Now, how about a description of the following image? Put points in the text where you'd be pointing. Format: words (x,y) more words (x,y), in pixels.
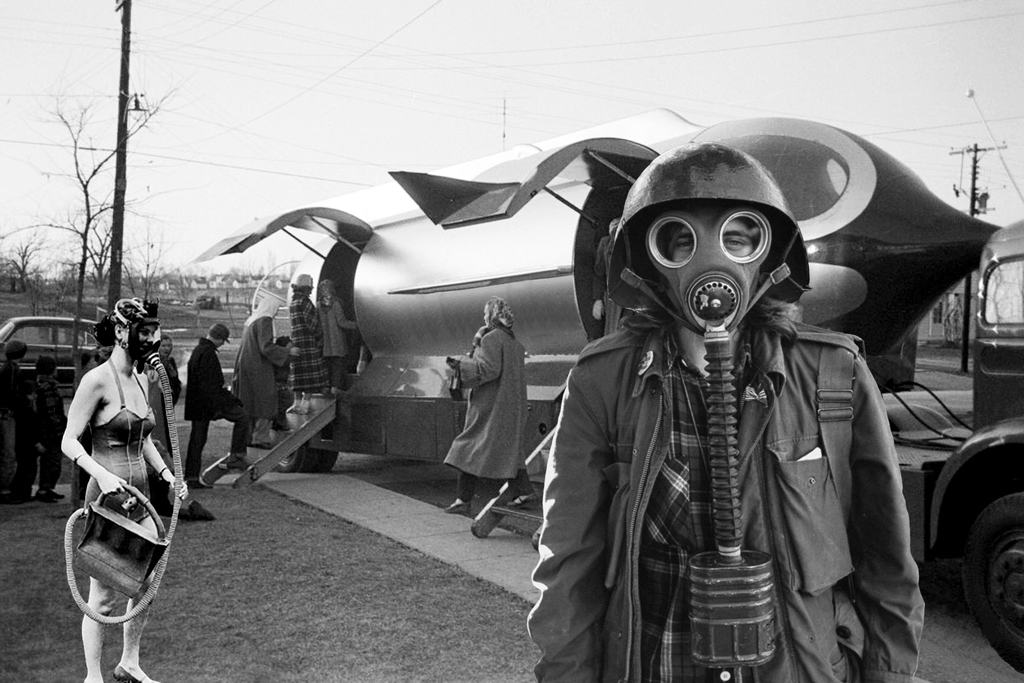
In this image I can see few people (698,424) and few (694,364) are wearing mask (726,395). I can see few vehicles (539,315), current poles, wires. The image is in black and white.
